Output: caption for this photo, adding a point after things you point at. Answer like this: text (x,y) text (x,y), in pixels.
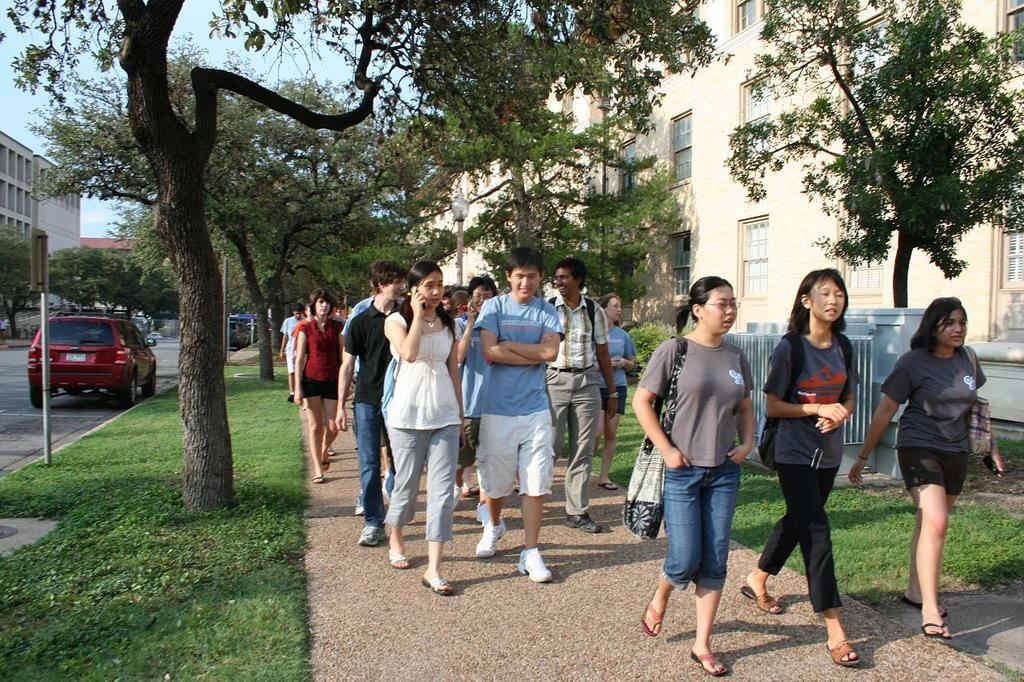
In this picture we can see group of people (516,388), they are walking on the pathway (579,552), beside to them we can see few trees (275,143) and buildings (477,188), and also we can find few vehicles (97,359) on the road (53,402).
